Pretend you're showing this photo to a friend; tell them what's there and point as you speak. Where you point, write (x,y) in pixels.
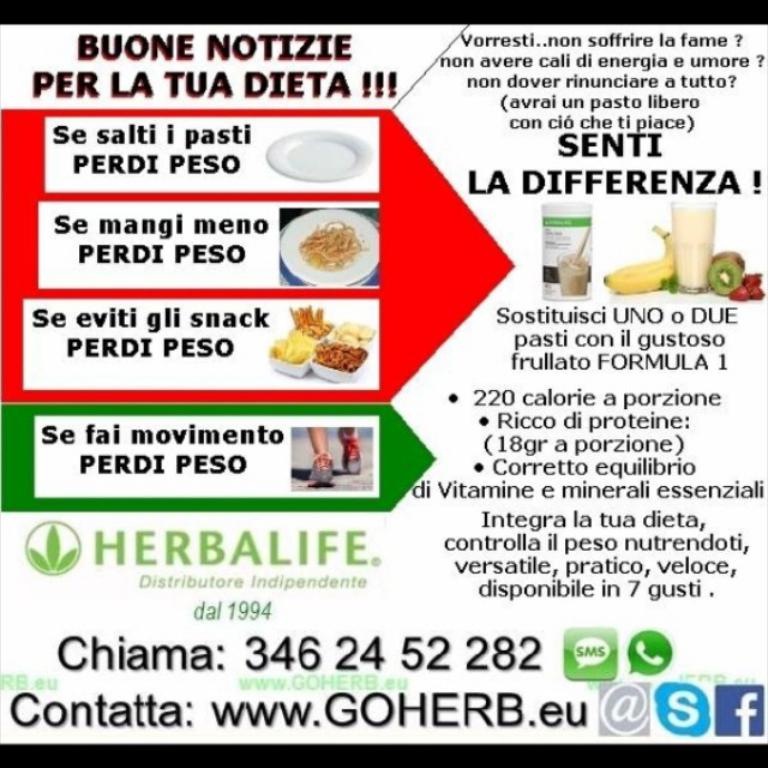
In this image we can see the poster (381,261) with text (542,713), numbers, images (368,330) and logo (614,692).
